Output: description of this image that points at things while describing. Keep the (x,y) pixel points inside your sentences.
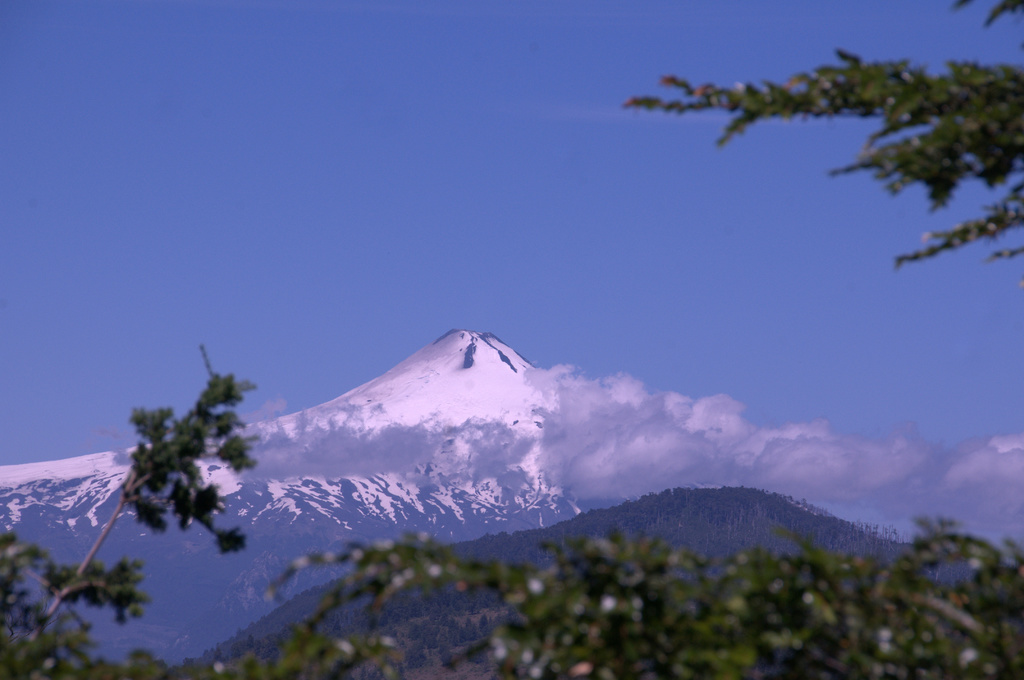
In the image we can see there are trees (583,583) and there are hills (711,539). There is a mountains (482,419) covered with snow (400,365) and there is clear sky (397,227) on the top (461,218).
